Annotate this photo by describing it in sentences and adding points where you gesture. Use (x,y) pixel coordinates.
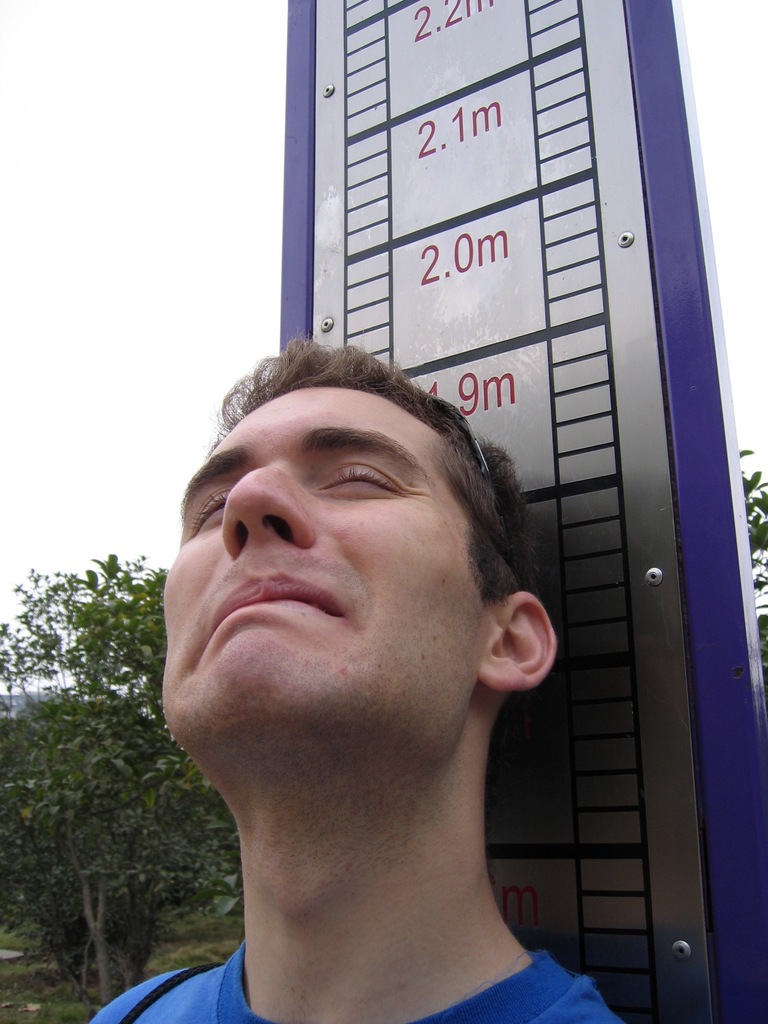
In this image we can see the person (317,683) standing near the measuring scale (484,296). And at the side there are trees (102,636) and the sky (163,284).
